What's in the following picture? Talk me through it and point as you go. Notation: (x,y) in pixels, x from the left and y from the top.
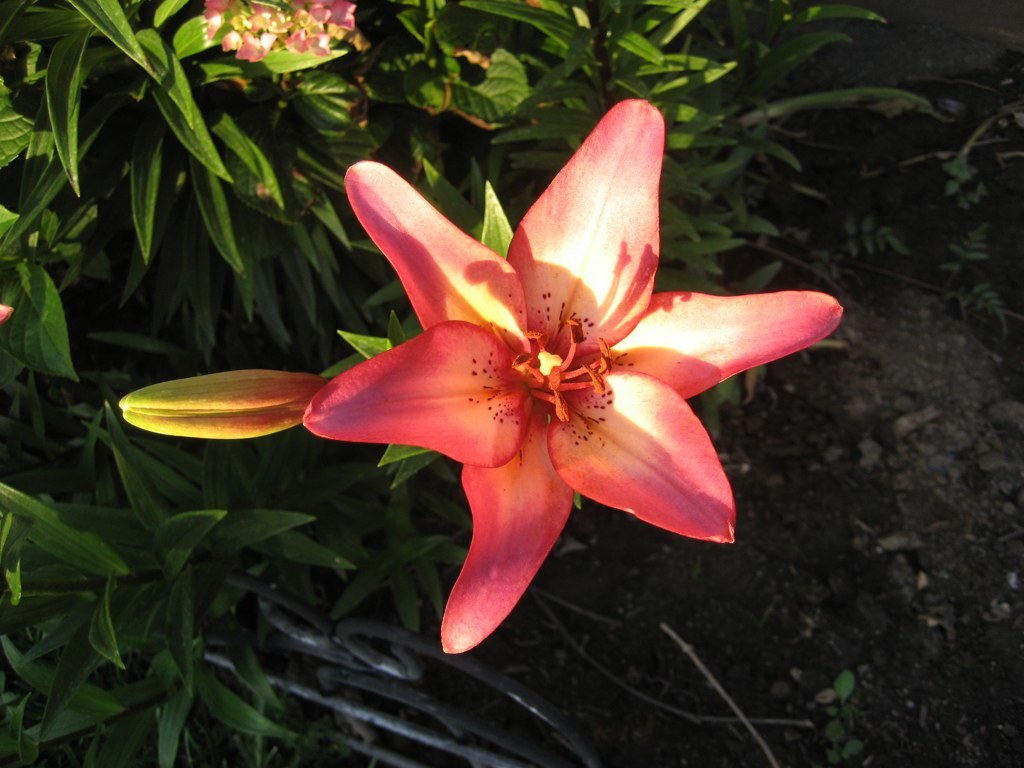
We can see flower (434,376) and green leaves (297,182).
